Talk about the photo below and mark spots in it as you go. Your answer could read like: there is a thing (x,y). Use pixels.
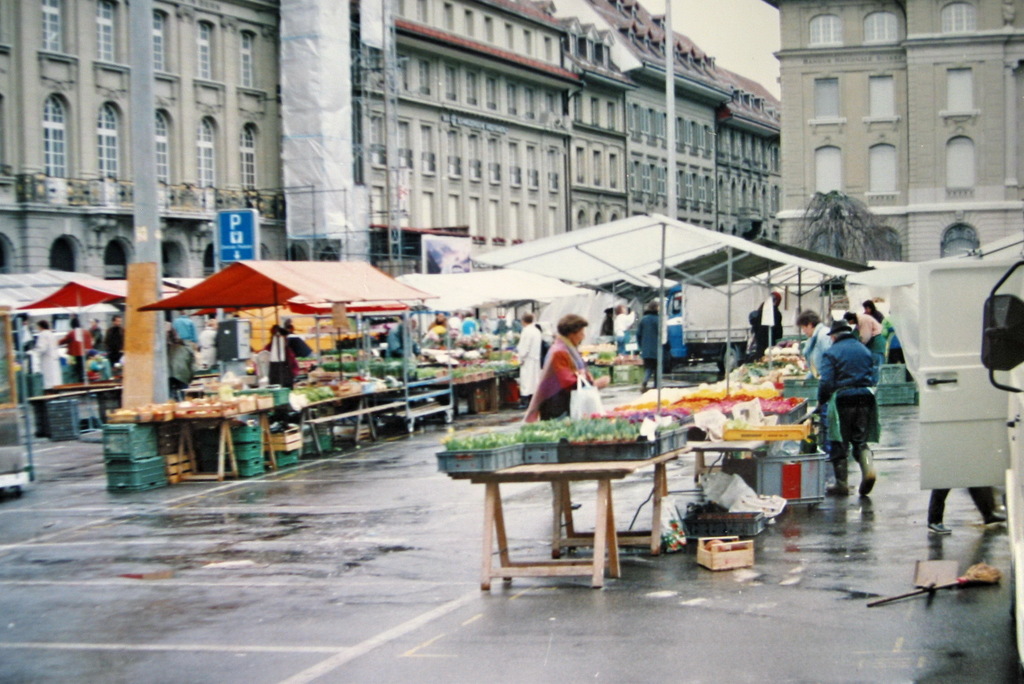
Here we can see a woman (563,342) is standing on the road (606,398) and in front (579,439) here is the table (643,397) and vegetables (629,437) on it, and at back (505,280) there are stalls (508,292), and here is the building (452,66), and here is the tree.
